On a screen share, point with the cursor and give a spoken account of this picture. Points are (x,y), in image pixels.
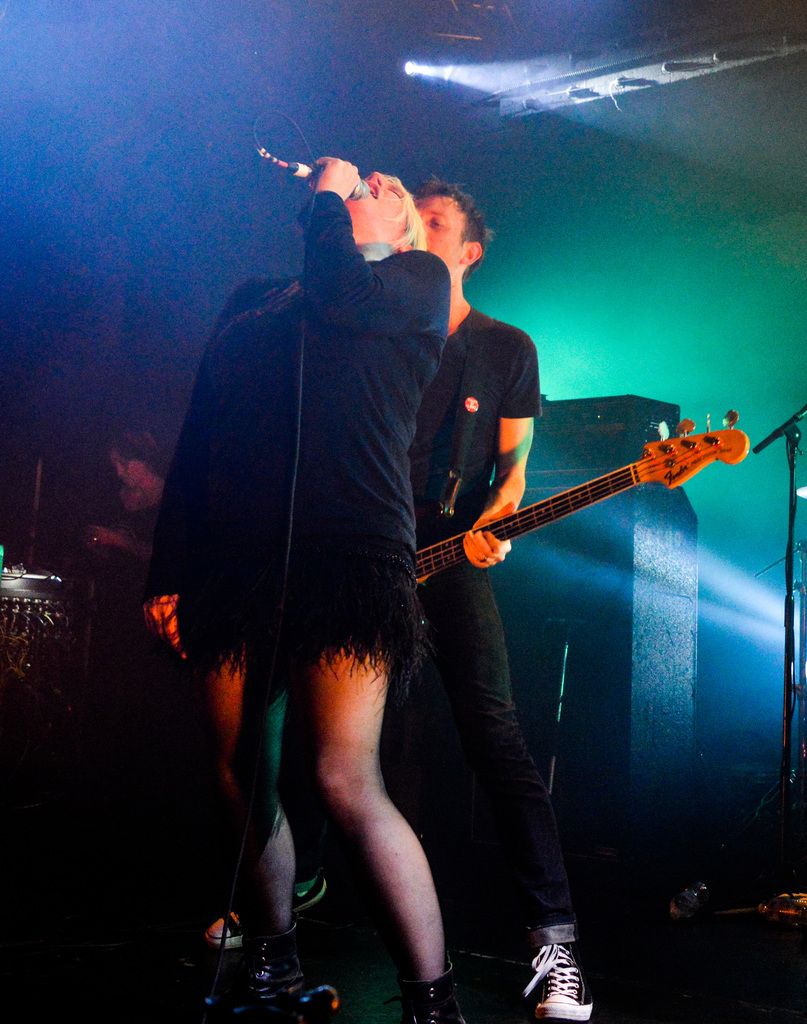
In this image we can see there are two persons (347,471) standing and one person (471,497) holding a musical instrument (533,514) and one person (273,517) holding a mic (318,167) and singing. And at the back (600,472) we can see the podium (616,610) and iron objects (603,86).
